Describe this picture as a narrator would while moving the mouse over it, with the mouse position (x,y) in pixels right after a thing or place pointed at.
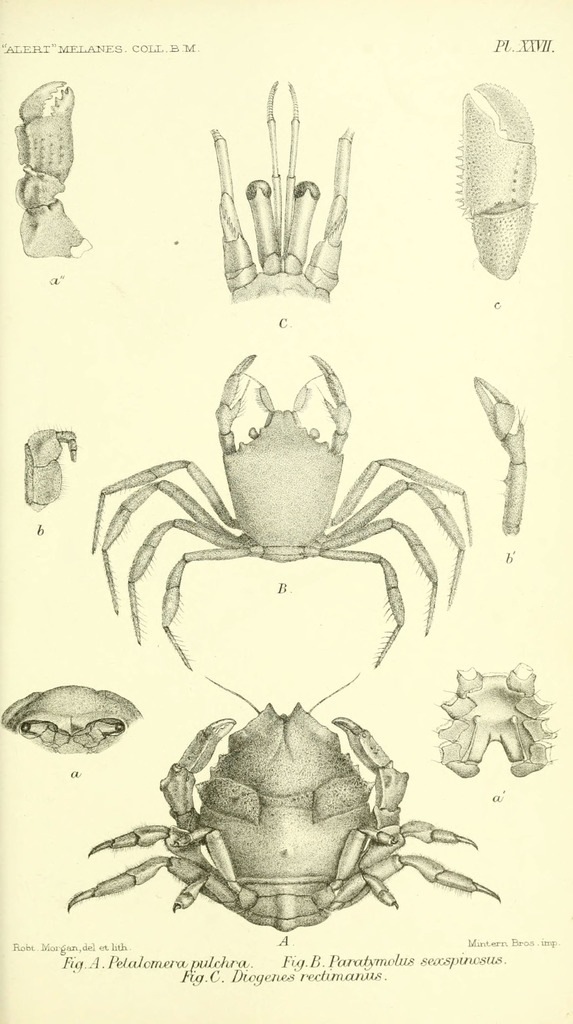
This is a poster (274,195) having texts (483,964) and paintings (317,919) of three crabs (232,843) and its parts (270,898). And the background of this poster (444,555) is cream in color.
